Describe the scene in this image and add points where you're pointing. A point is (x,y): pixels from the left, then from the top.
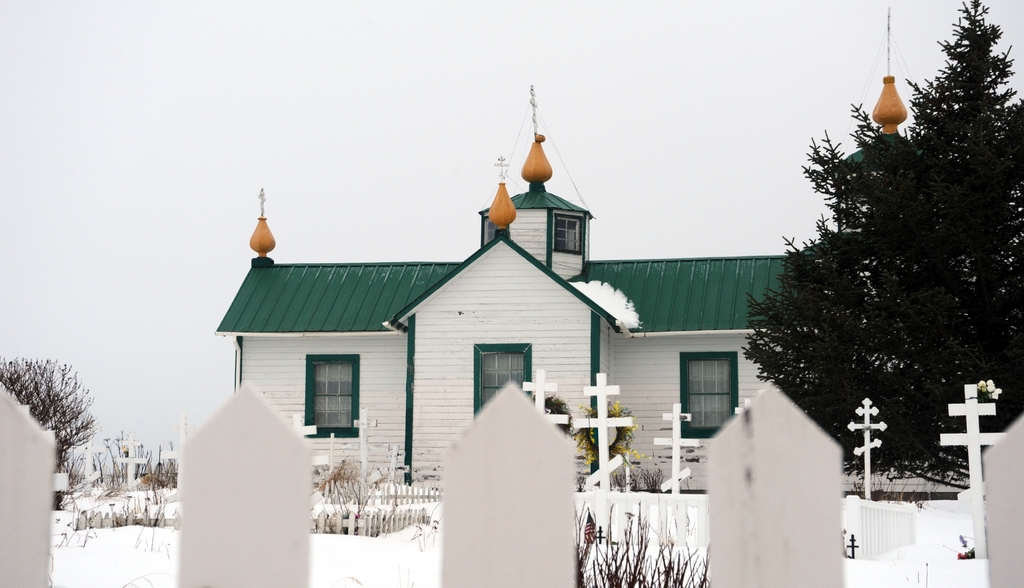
In this image I can see the railing (252,549). To the side of the railing (698,515) I can see some poles (671,477) and also trees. In the back (382,366) there is a house (376,326) with white and green color. And also there are windows (349,356) to it. In the background (236,171) I can see the white sky (224,136).
